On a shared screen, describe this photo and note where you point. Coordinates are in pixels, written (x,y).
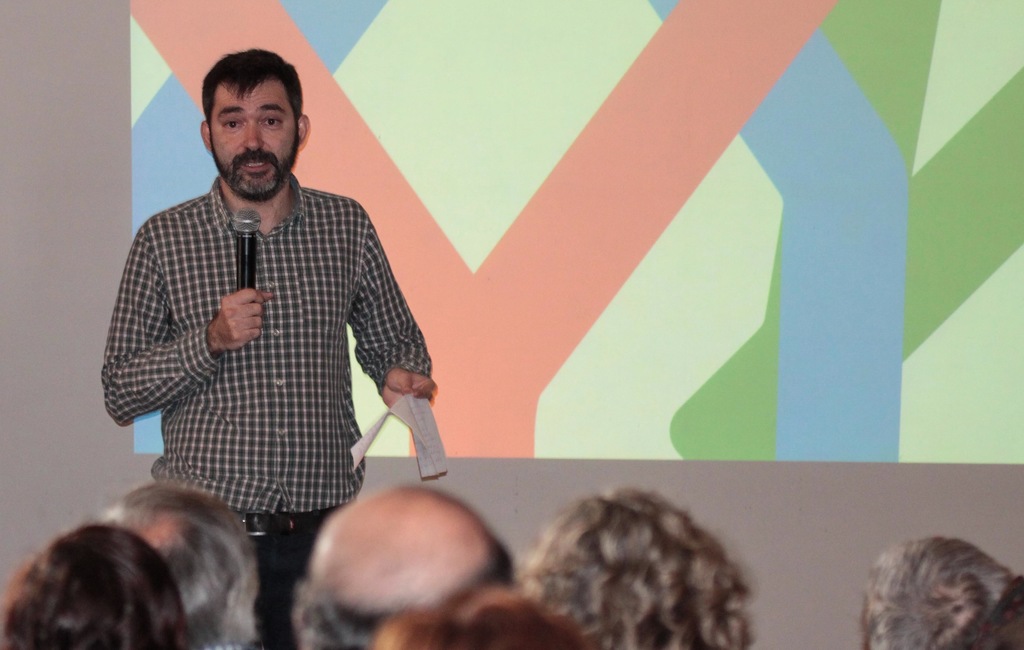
In this image there are group of persons (479,588) sitting and a person (268,390) wearing check shirt (287,334) standing and holding a microphone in his hand (218,343) and a paper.
